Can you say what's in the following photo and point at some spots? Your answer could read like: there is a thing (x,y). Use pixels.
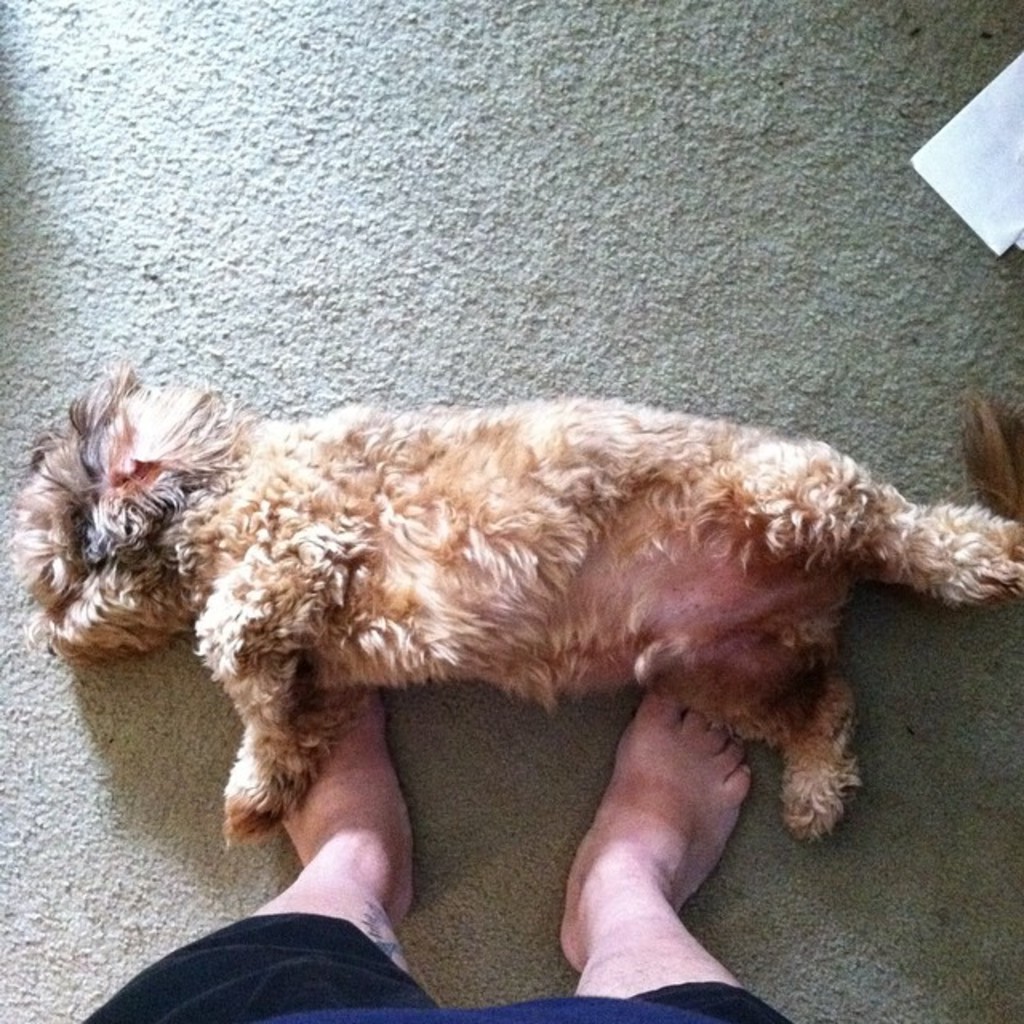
In this picture we can see a person (578,948) at the bottom (580,1015), we can see an animal (450,622) laying, there is a mat (411,218) at the bottom (533,778).
